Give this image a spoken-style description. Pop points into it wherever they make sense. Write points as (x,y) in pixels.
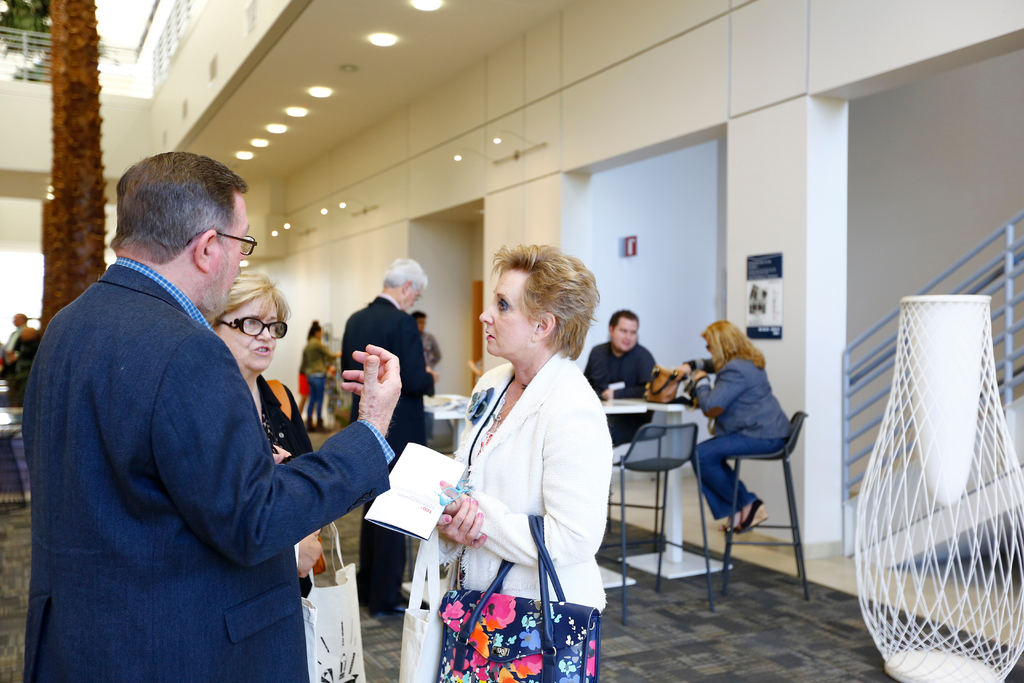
On the left side (151,361), there is a person (139,425) in a suit (165,412), standing. Beside him, there is another woman (275,324), wearing a spectacle (266,326), holding a bag (336,671) and speaking. In front of this person (197,315), there is a woman (556,376) in a white color jacket (530,454), wearing two handbags (530,626), holding a document (400,484) and standing. On the right side (881,607), there is a white color object (969,337). In the background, there are other person's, a tree (50,267), lights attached to the roof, lights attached to the wall (829,248) and a fence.
